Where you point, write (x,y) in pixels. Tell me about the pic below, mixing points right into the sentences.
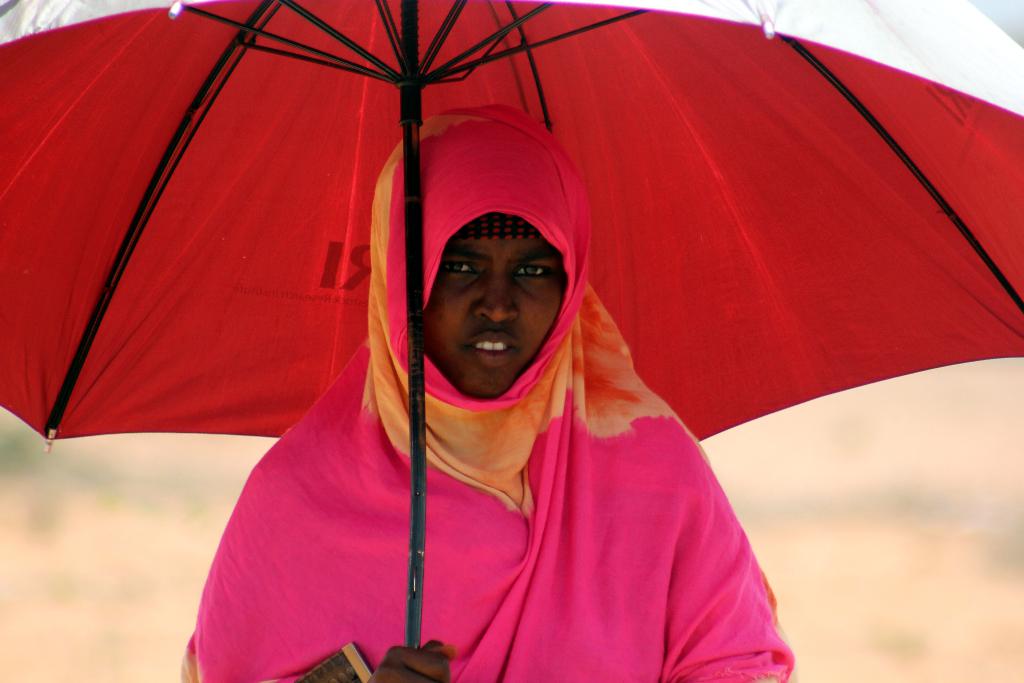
In the center of the image (498,340) a lady (512,310) is wearing scarf (402,312) and holding an umbrella (670,264). In the background (986,497) the image is blur.
